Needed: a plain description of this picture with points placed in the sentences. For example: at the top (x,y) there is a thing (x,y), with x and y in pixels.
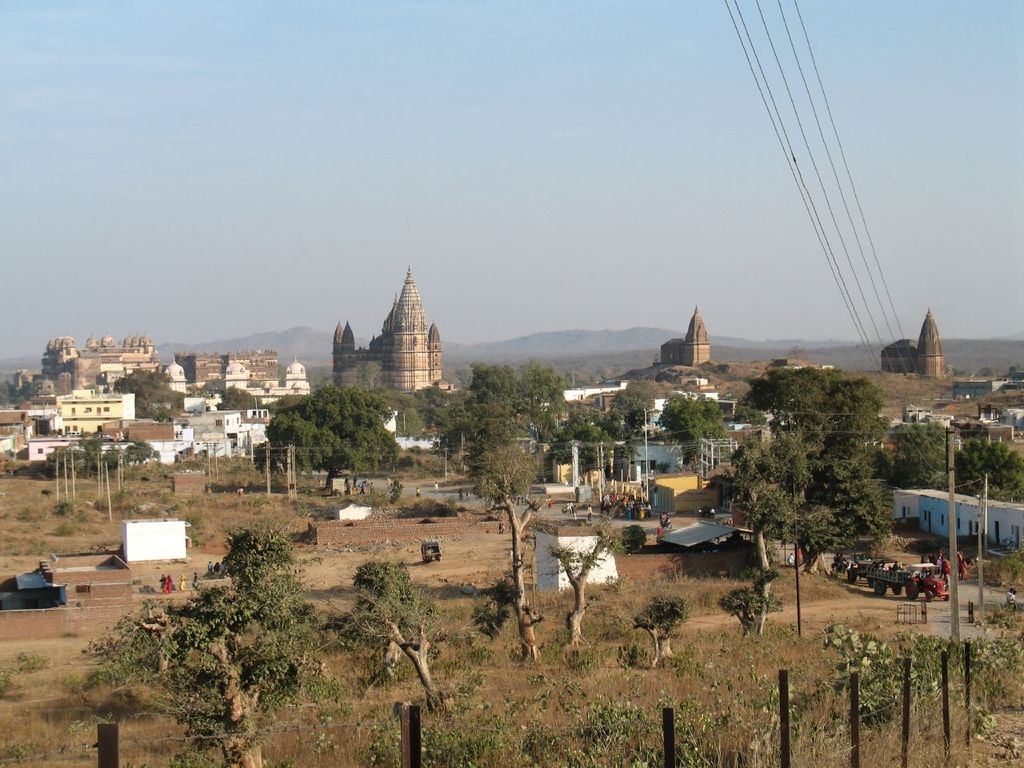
In this image we can see some trees (310,412) and plants (295,613) and there is a fence (967,723). We can see some vehicles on the road (967,621) and there are some people (936,569) and to the side we can see some power poles (952,551). There are some buildings (70,432) in the background (374,356) and also we can see the mountains (725,342) and at the top (440,81), there is a sky (697,301).
